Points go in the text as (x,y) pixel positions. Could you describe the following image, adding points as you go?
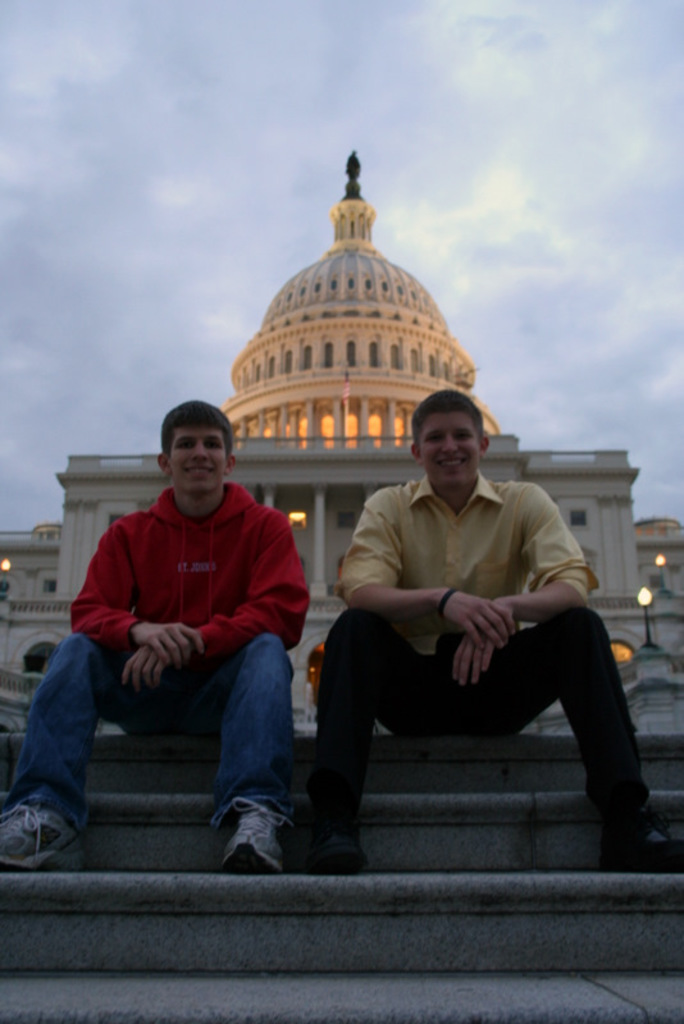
In this image we can see two men (225,584) sitting on steps (386,810). In the background (103,487) there is a building (342,417) with pillars (390,433). Also there are lights (379,427). And there is sky (260,173) with clouds (380,152).
